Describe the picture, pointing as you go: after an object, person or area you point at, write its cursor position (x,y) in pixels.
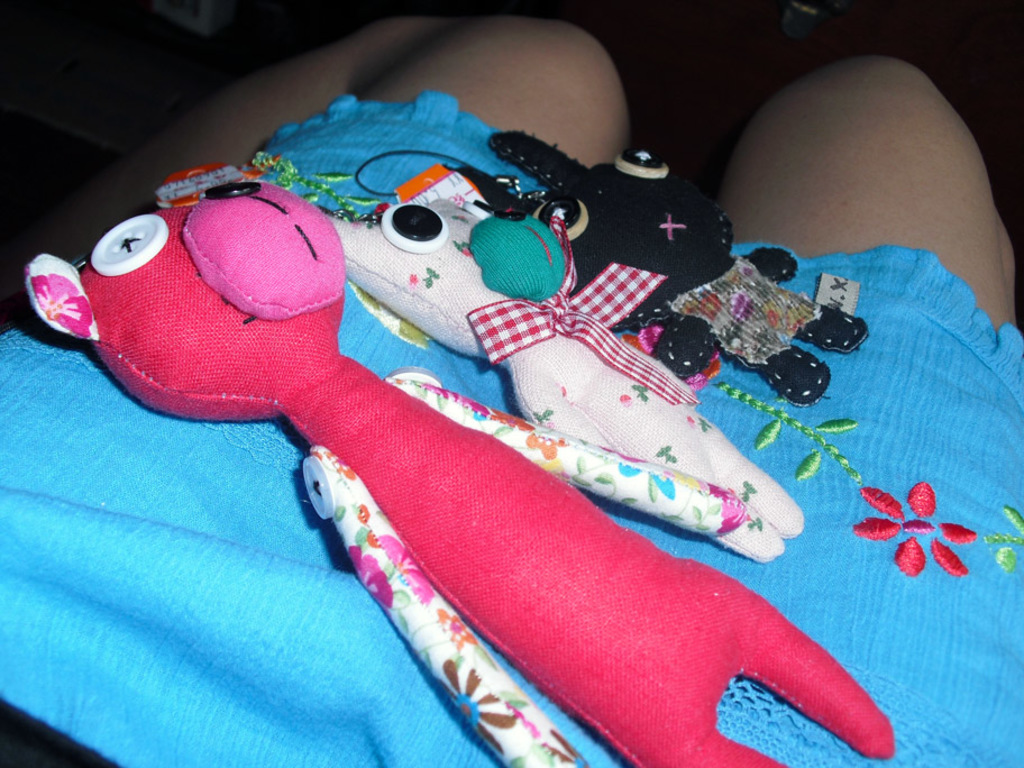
In this image I can see three soft toys (642,210) kept on a cloth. I can see the background (729,97) is blurred.
